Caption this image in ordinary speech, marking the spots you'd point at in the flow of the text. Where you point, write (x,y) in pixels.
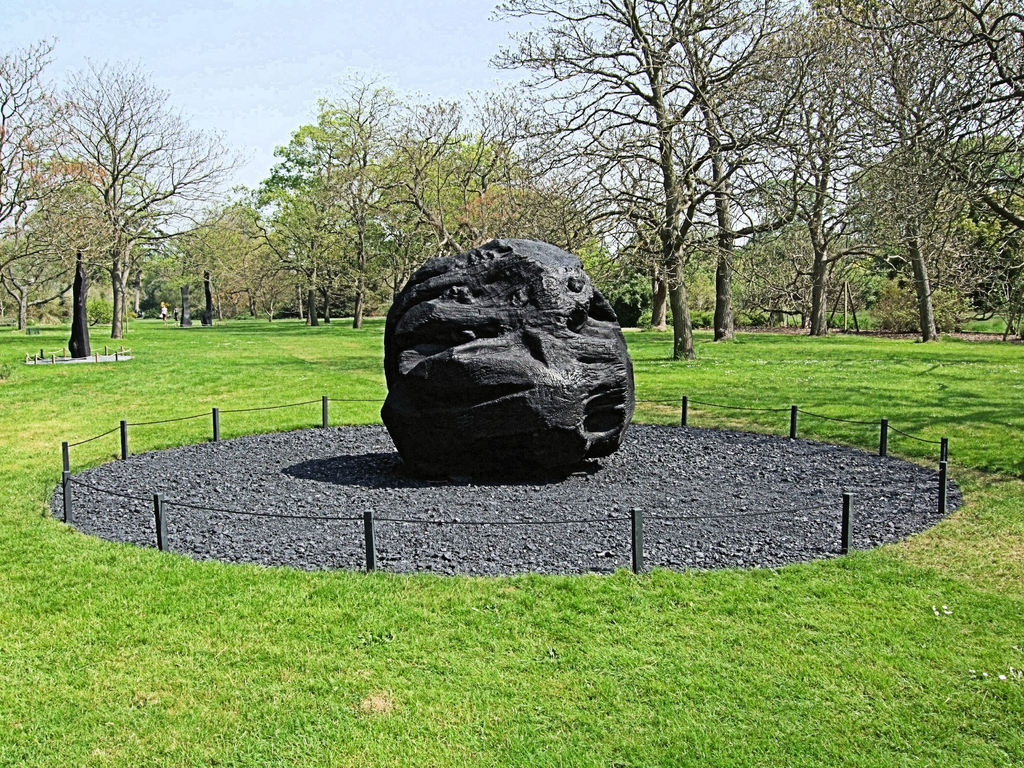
In the center of the image (603,396) we can see a rock (574,348) placed on the ground (786,532), group of poles (846,503) and cable (268,406). In the background (235,372), we can see grass (256,372), a group of trees (349,171) and the sky (323,56).
